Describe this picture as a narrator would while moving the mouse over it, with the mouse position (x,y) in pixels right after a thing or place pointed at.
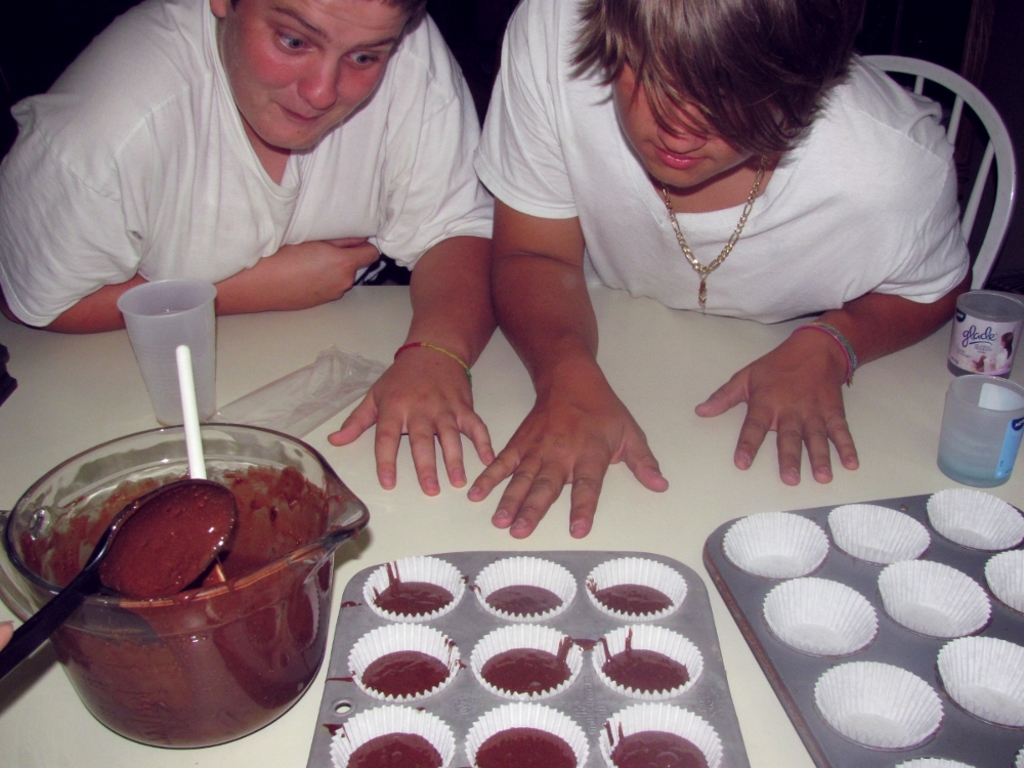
In this image I can see two people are sitting on chairs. I can see trays (707,671), bowl (168,648), spoon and few objects (1002,413) on the table (636,533).
